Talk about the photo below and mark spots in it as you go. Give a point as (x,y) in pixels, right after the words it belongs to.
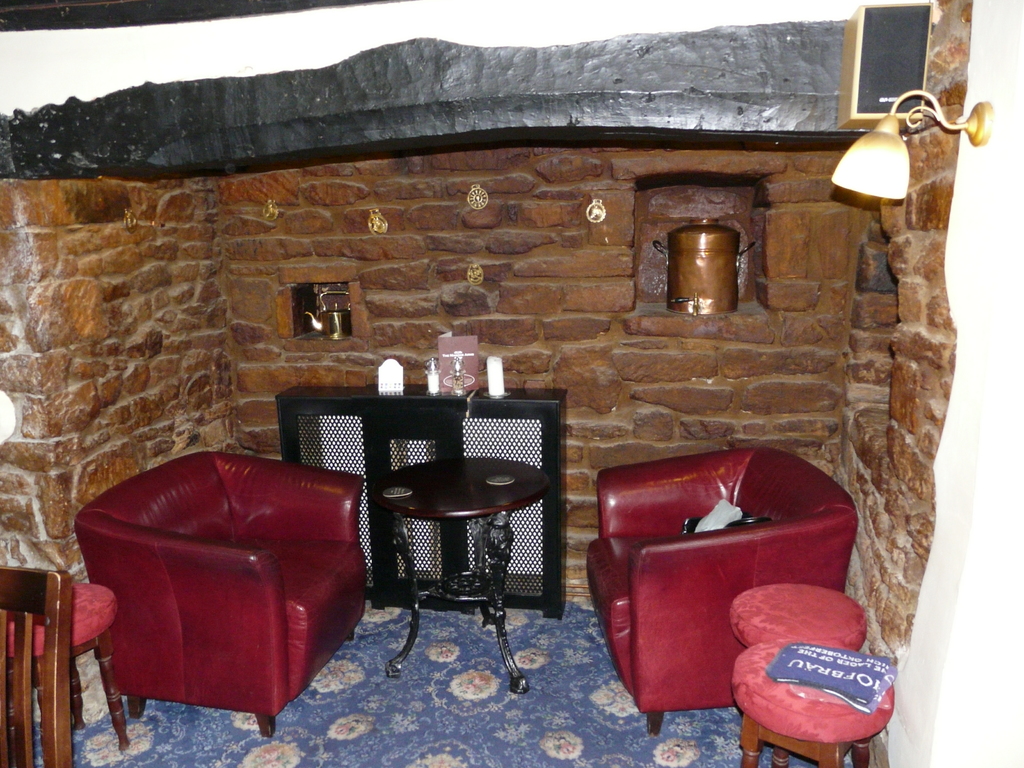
In this image we can see the inner view of a room (383,529). In the room (334,527) we can see couches (641,562), fireplace (500,412), side table (507,533), candle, utensils (697,298), seating stools (758,615) and a carpet (432,696) on the floor (449,697). In the background (371,176) we can see wall (455,283) built with cobblestones (394,245), decors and an electric light (890,165).
